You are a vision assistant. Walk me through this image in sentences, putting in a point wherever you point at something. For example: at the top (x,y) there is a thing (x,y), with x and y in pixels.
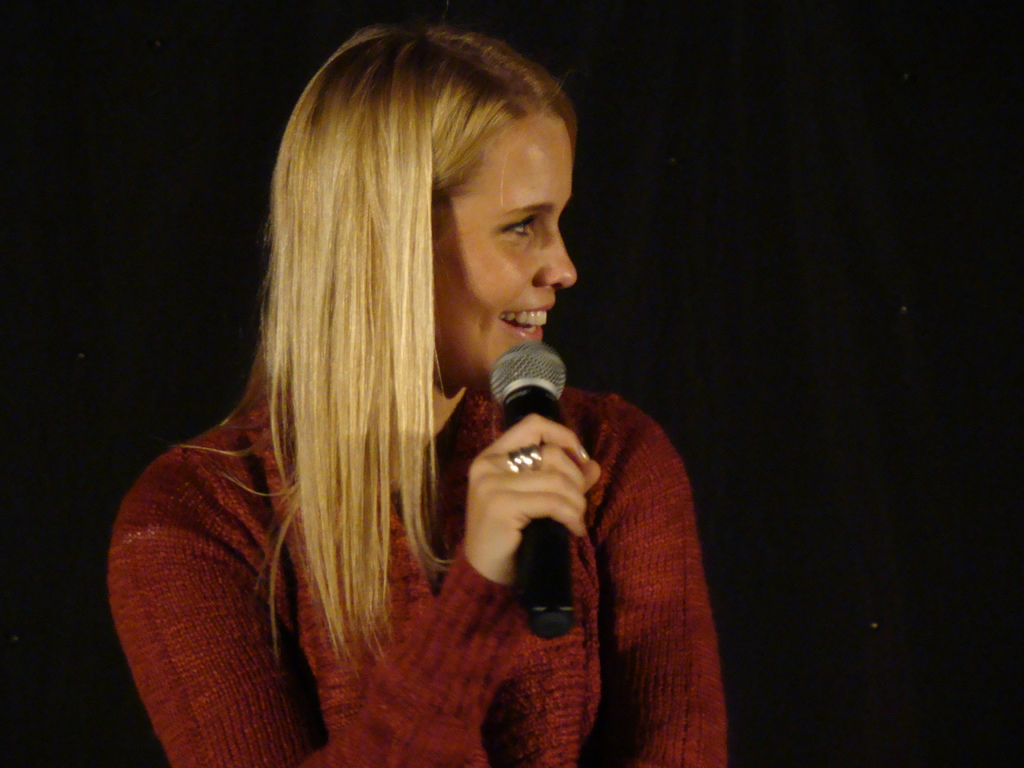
a person (335,638) is wearing sweatshirt (592,613) and holding a microphone (535,575) in her hand (530,501). she has turned towards right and smiling. behind her there is a black background (699,76).
